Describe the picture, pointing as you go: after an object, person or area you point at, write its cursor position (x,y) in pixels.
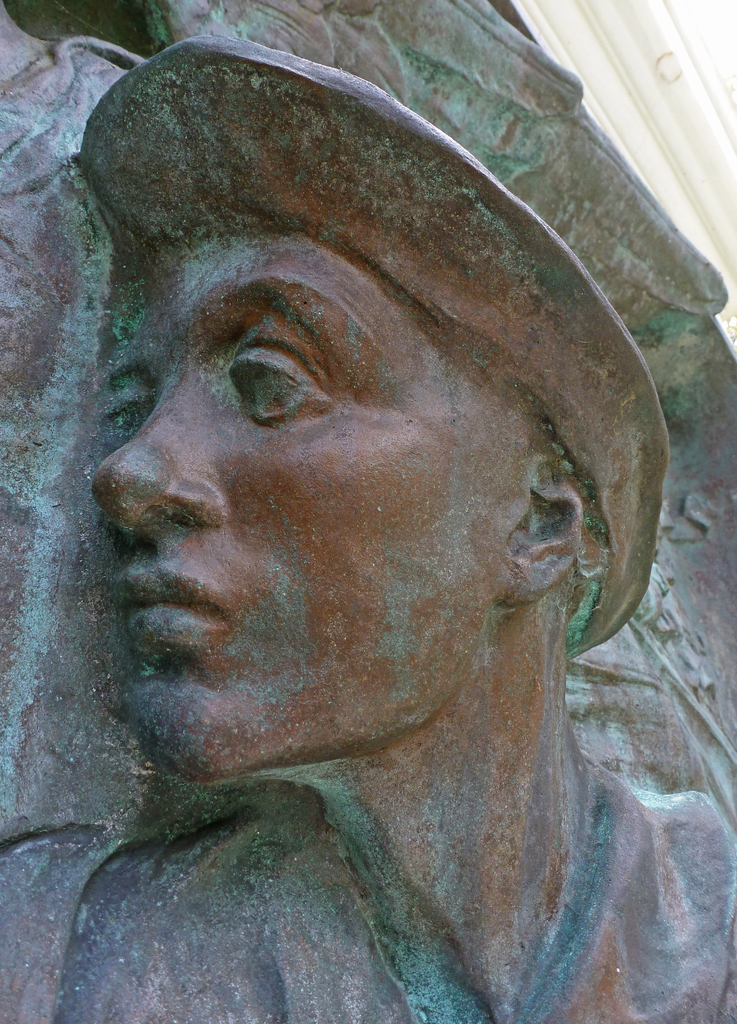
In this image there is a sculpture (456,596) of a person (401,764) wearing a cap (241,218).
